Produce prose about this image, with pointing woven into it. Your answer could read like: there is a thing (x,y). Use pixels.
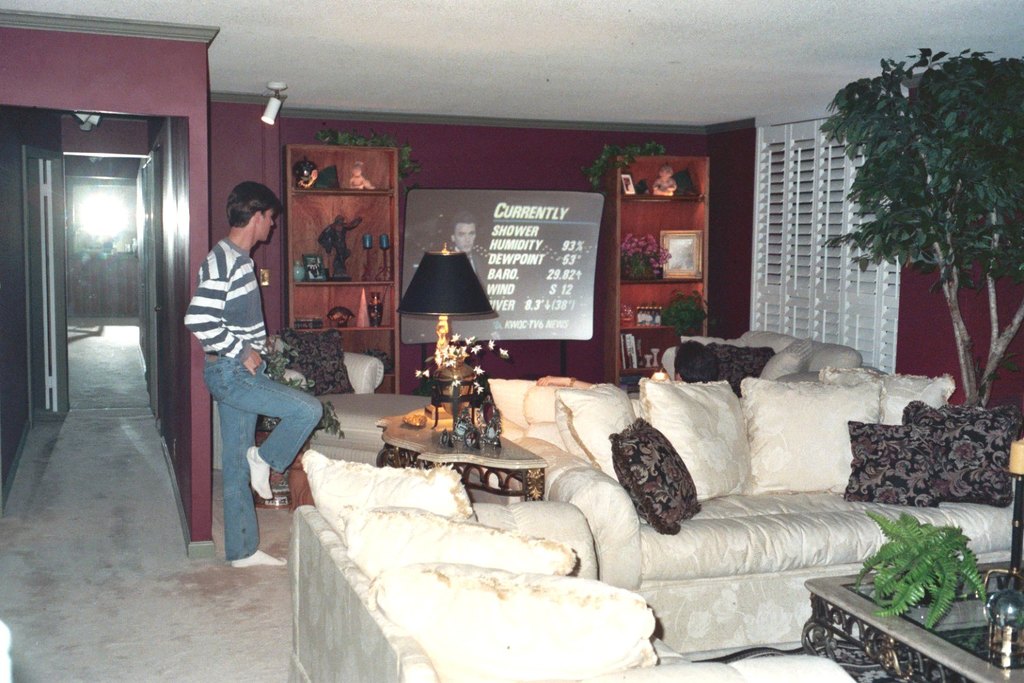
The picture is clicked inside a house (217,139) where a guy (218,286) is standing and there are two white sofas (485,574) with brown pillows (659,477) on it. There is a small tree (945,136) to the right side of the image (965,293). In the background (540,248) there a TV screen (582,242), cupboard (655,220) and a white window (781,243).
